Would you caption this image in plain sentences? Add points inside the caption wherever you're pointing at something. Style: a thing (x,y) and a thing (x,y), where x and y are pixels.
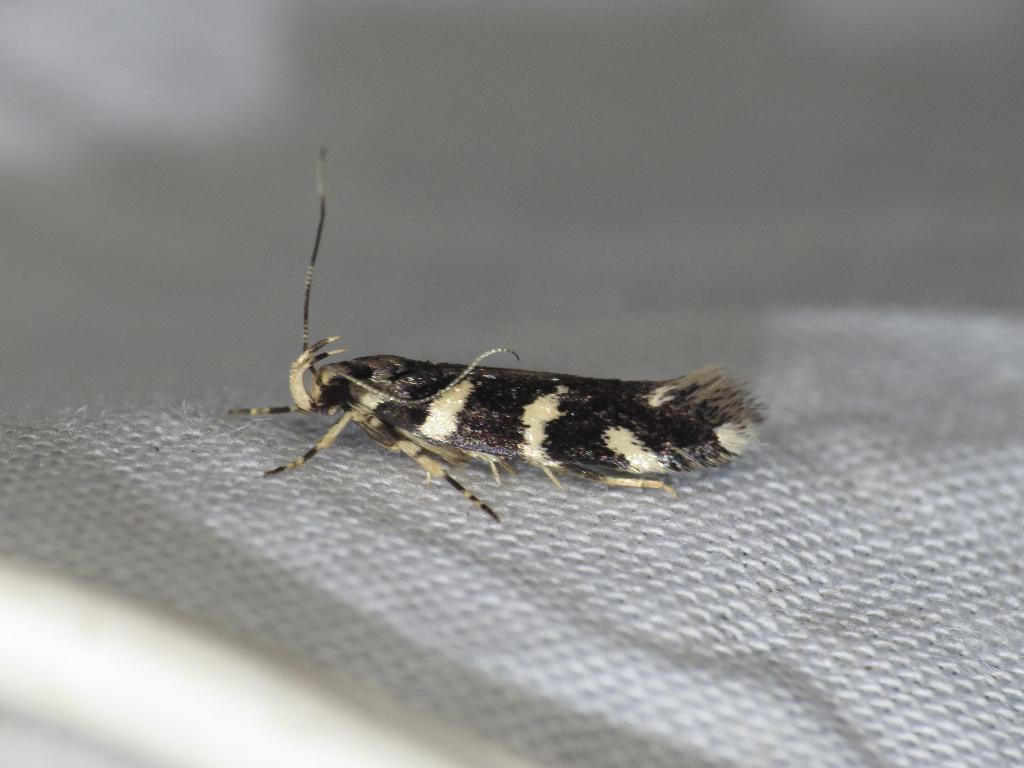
In this picture we can see a insect (424,403) on a cloth (458,503).
